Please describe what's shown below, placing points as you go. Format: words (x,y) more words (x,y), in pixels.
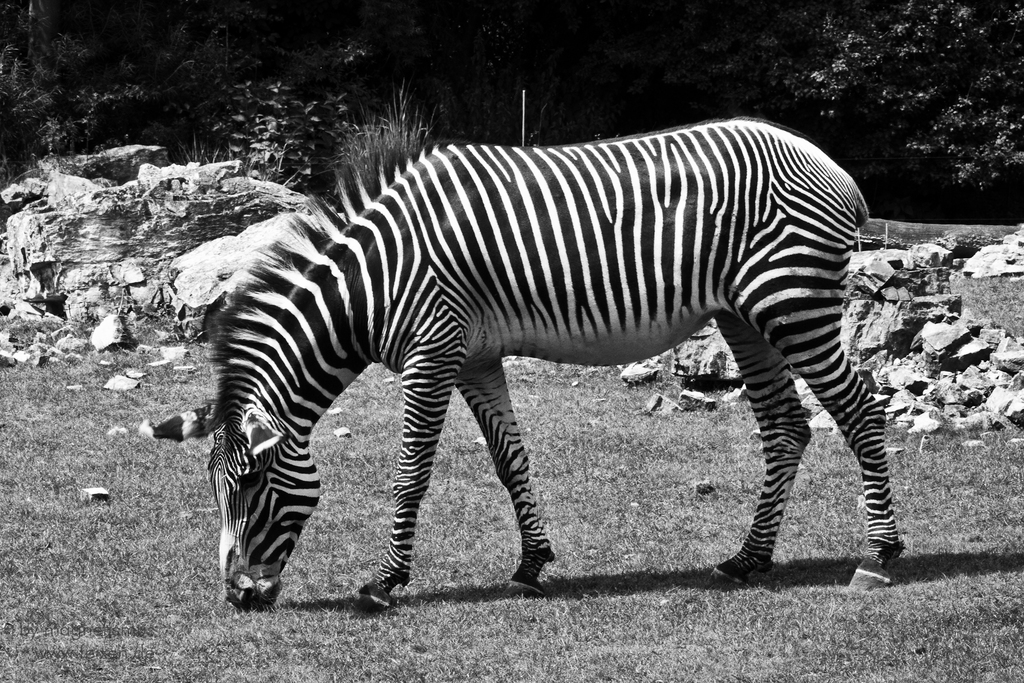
In this picture I can see a zebra (261,510) grazing grass (422,610) and I can see few rocks (105,229) and trees (907,37) in the background (448,25).
